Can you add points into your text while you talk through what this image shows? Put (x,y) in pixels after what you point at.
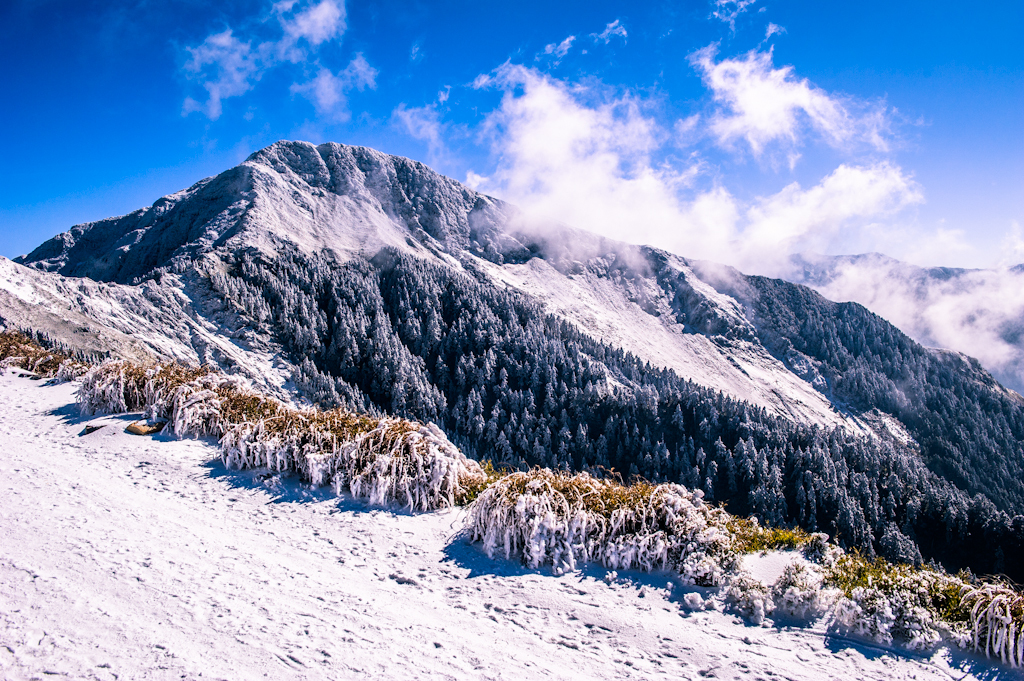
At the bottom of the image (293,570) I can see the snow (293,570) and there are some plants (394,489) covered with snow (205,420). In the background (566,294), I can see a mountain (473,231) and many trees (552,389). At the top of the image (237,52) I can see the sky (468,75) and clouds (578,155).
